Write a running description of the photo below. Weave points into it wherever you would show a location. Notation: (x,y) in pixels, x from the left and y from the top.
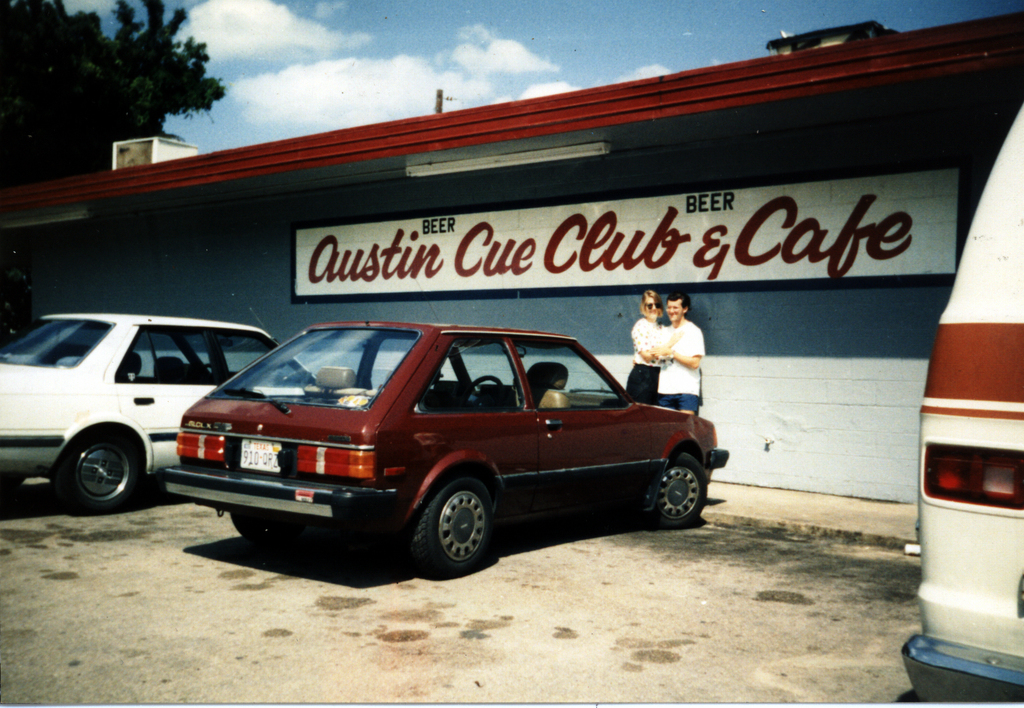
In this picture I can see a house (659,225) and text (568,262) on the wall (582,287) and I can see couple of cars (336,491) and another vehicle (980,541) on the right side of the picture (1012,515) and I can see couple of humans (693,394) standing and I can see tree (155,134) and a blue cloudy sky (529,34).
